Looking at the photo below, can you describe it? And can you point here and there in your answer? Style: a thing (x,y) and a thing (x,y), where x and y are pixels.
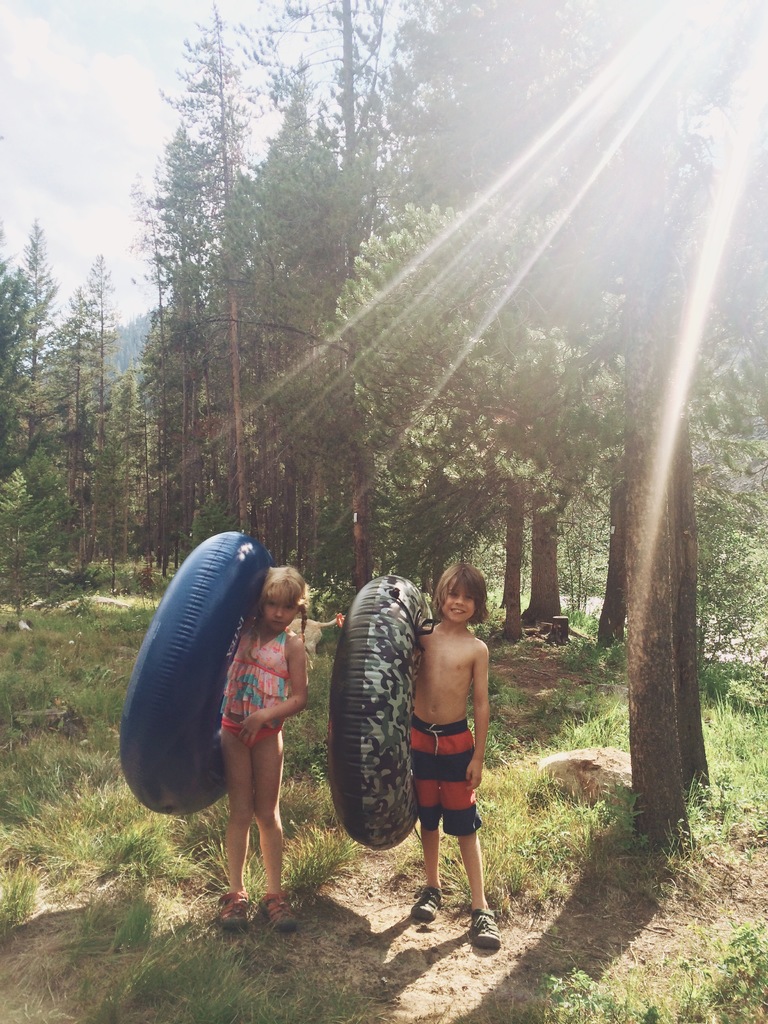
In this image in the foreground (245,664) there is a girl (298,649) and a boy (442,664). They are holding swimming tube (342,652). In the background (385,325) there are trees (296,306).
